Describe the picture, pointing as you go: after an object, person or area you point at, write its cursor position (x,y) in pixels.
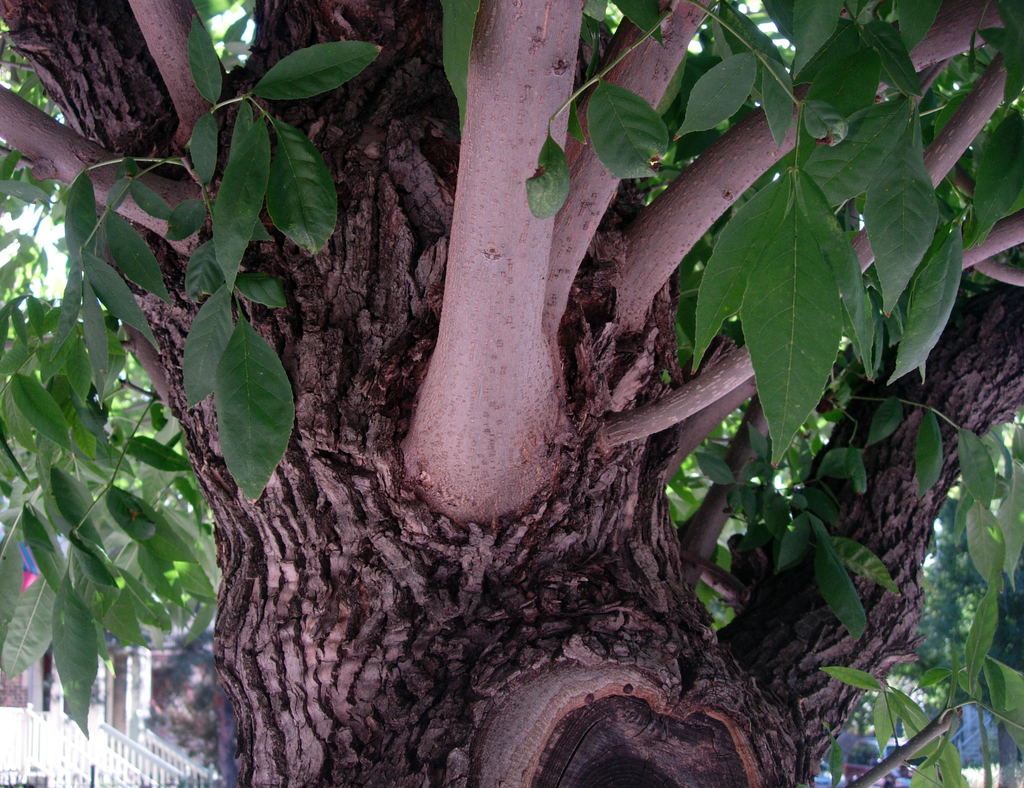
In the image we can see a tree (483,541) with tree branches (453,512) and leaves (766,289). We can even see there is a vehicle (872,745) and this is a fence (110,756).
